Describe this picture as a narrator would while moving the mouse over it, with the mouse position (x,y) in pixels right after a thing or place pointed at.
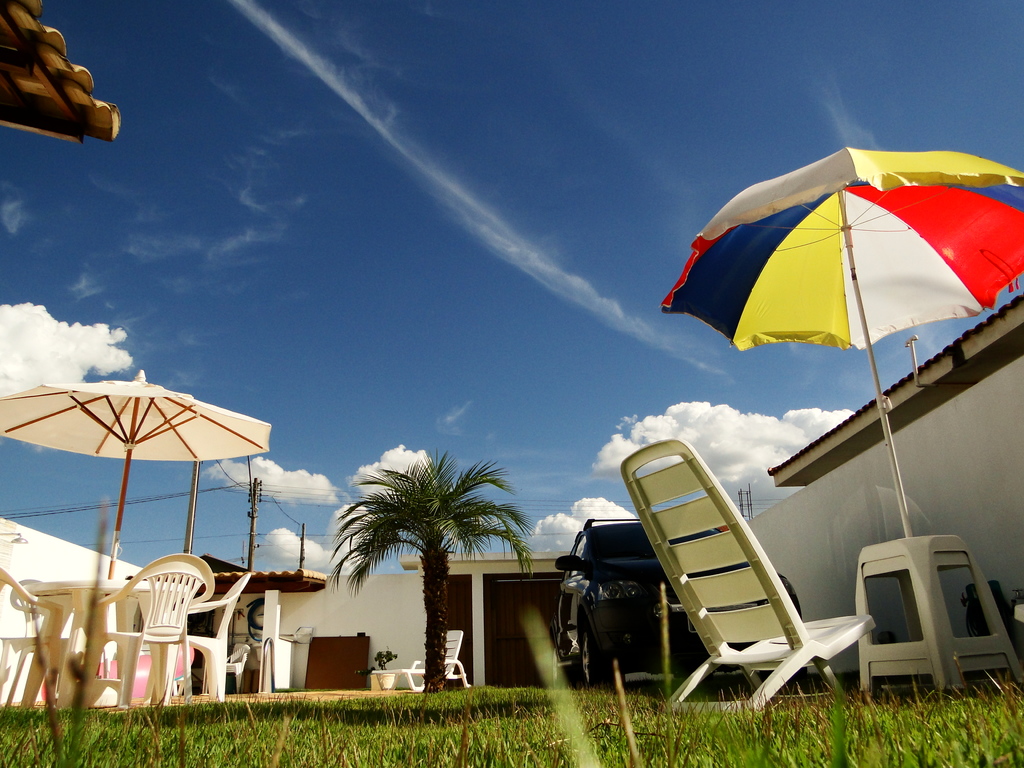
In this image we can see the umbrellas (250,426), chairs (153,575), table (73,582), stools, wall (108,573) and also the roofs (902,419) for shelter. We can also see the electrical poles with wires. There is also a car (619,611), flower pot (394,675) and also the grass (512,705) at the bottom (512,705). In the background (415,267) we can see the sky (563,380) with some clouds (618,469).
